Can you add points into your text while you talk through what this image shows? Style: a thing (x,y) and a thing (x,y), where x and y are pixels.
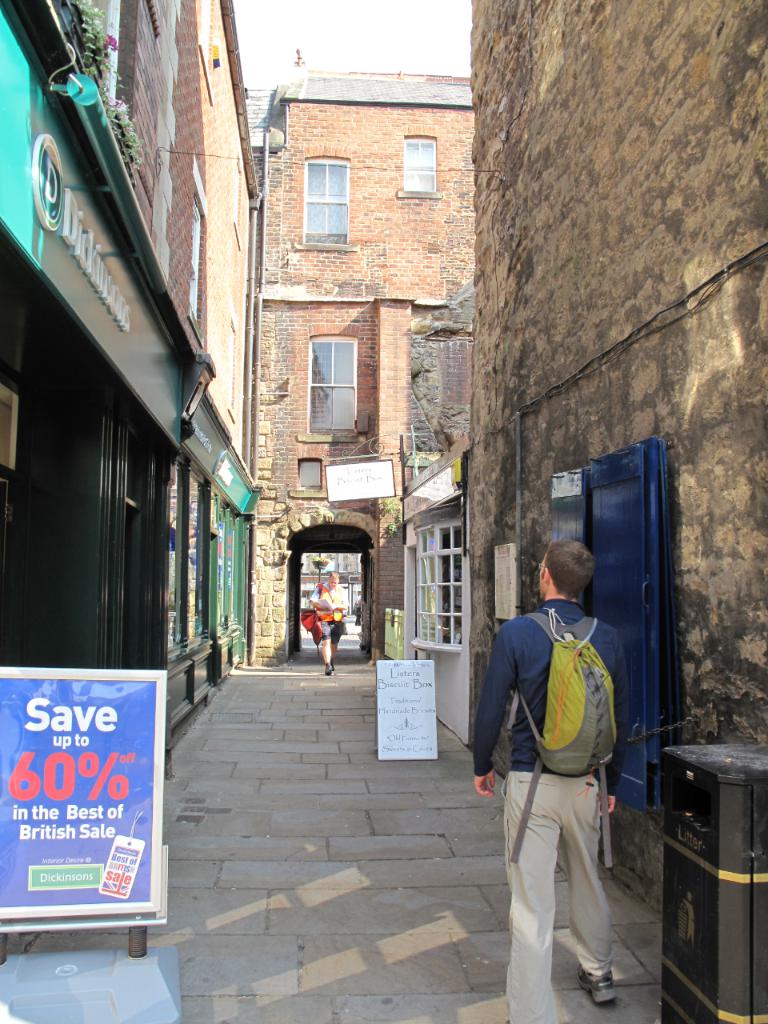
In this image we can see the buildings (248,287). We can also see the information boards (387,490). There are also persons (326,611) walking on the path (413,761). On the right (766,775) there is a black color object (727,767) and also the wall (706,153) with a door (638,518). Sky (377,53) is also visible.
